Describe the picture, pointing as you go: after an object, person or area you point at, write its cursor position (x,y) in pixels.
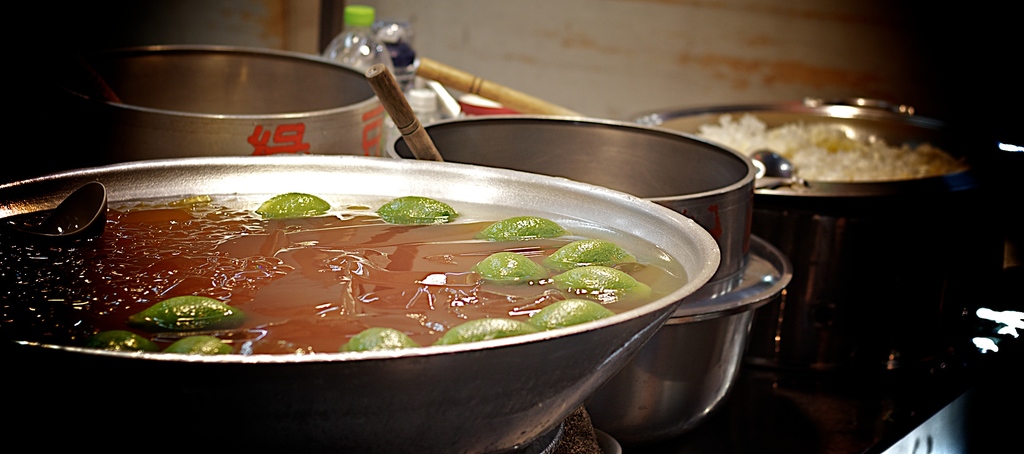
This image is taken indoors. In the background (588,47) there is a wall (234,20). At the bottom of the image (847,426) there is a table (854,432) with a few vessels (753,250), a few bottles (390,66), a bowl (677,242) with soup (246,267) and lemon slices (298,194) and a vessel (830,205) with a food item (858,161) on it.
